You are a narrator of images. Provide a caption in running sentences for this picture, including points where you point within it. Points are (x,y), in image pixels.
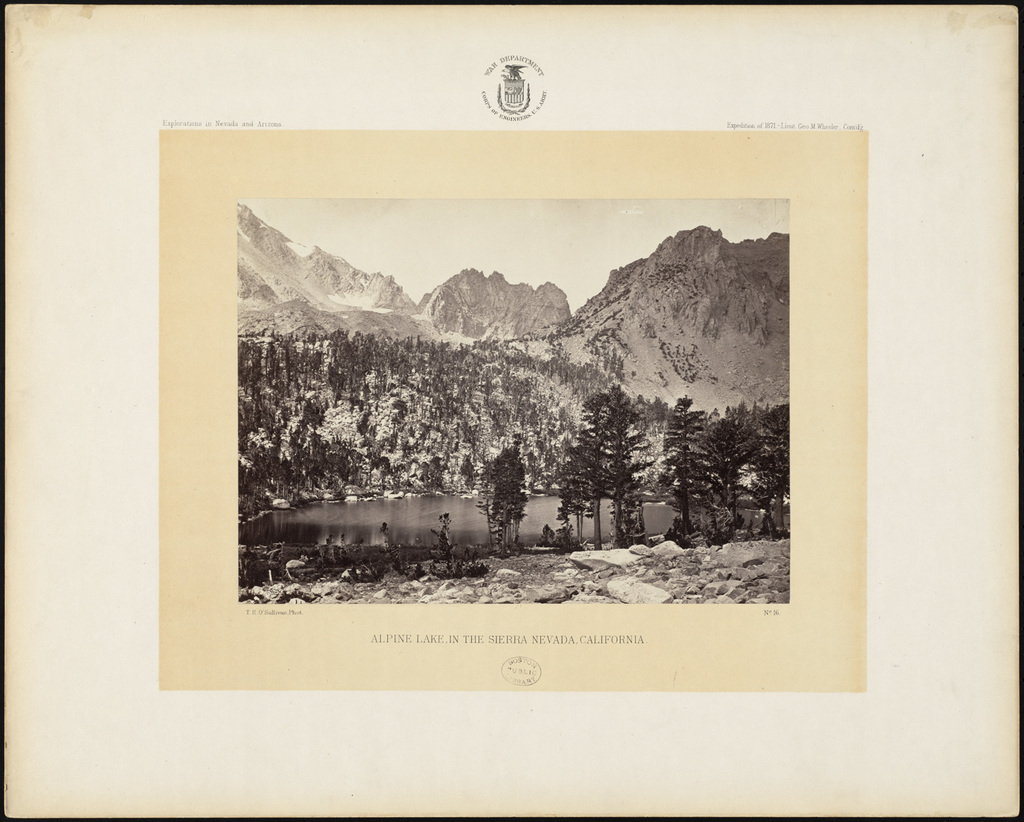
In this black and white image there are trees (262,457), mountains (324,262), lake (392,510) and the sky (476,245).
